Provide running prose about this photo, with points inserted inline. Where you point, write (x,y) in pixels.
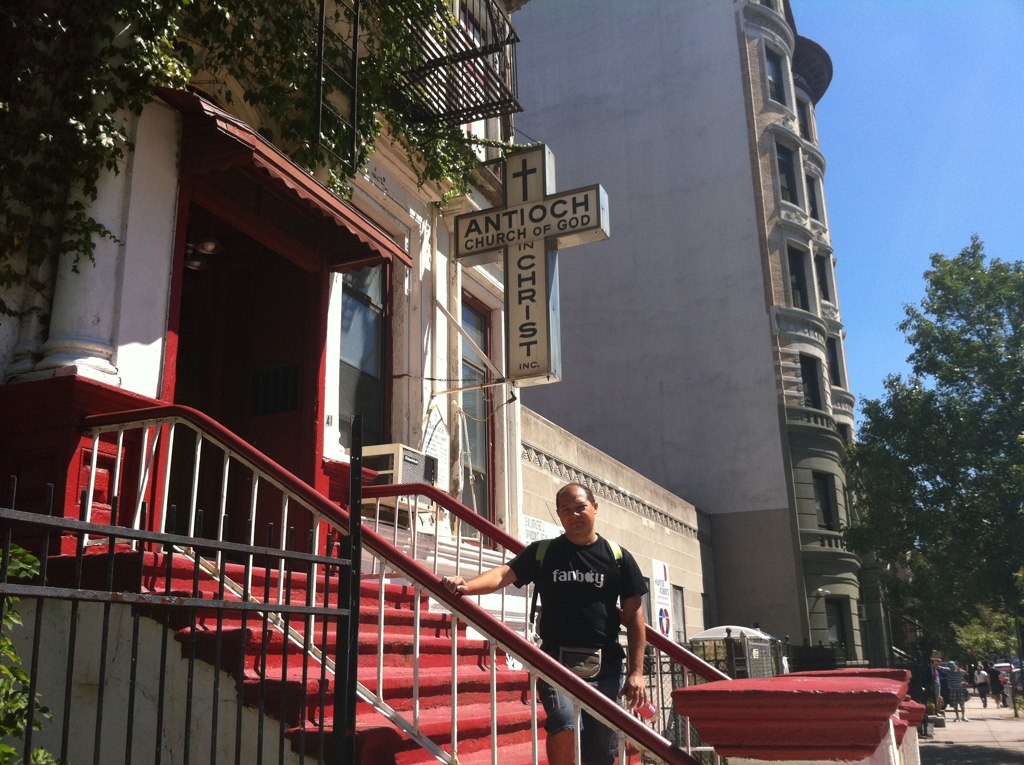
There is a man (574,651) standing and holding an object (655,720). We can see steps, fences (107,631), boards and buildings (490,295), left side of the image (30,20) we can see tree (61,4). In the background (958,689) we can see people (934,678), trees (984,586) and sky (963,125) in blue color.
